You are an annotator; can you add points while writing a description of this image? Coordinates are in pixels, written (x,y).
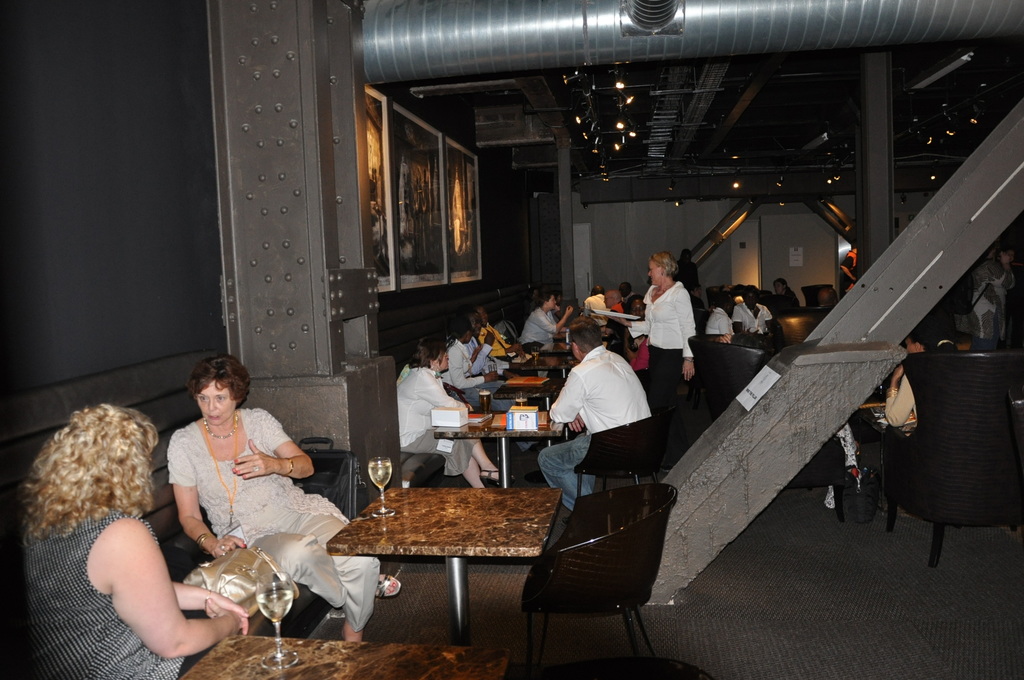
There are some people (233,547) sitting in the sofa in front of the tables (366,536) on which glasses (378,466) were present. In the background (483,362), there are some people (483,347) sitting and eating on their tables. There are some photographs (410,236) attached to the wall (513,230). In a background (645,241) we can also a wall (665,242) here.
